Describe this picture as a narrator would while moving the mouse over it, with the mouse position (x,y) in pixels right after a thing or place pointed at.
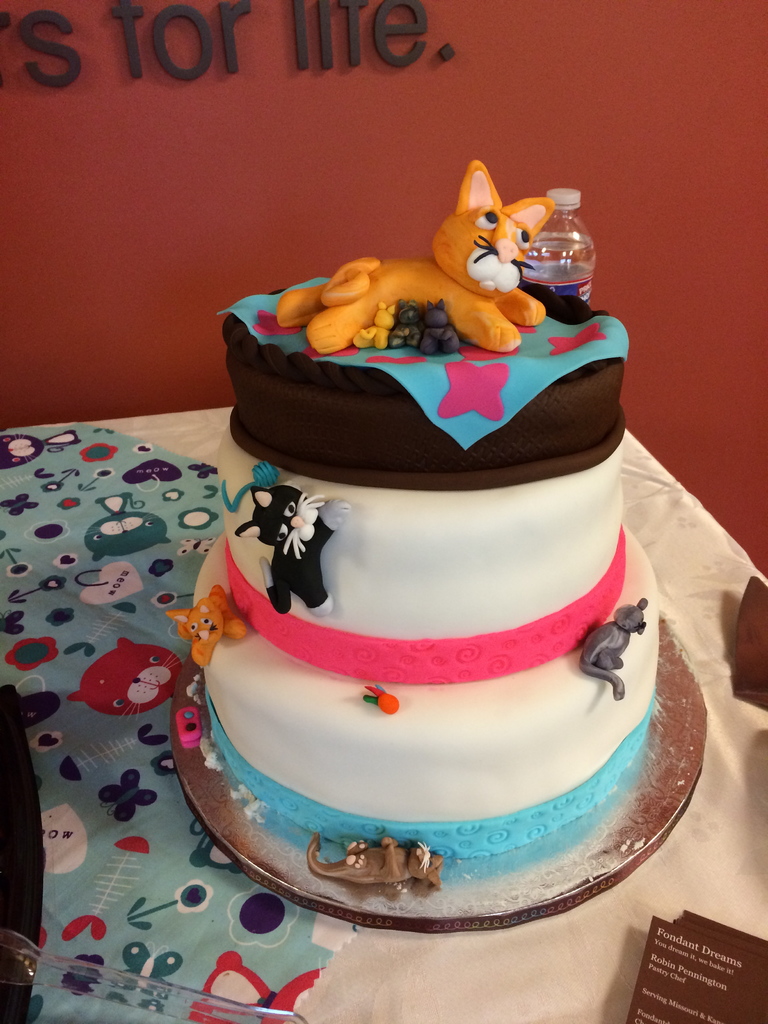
Here we can see three step cake (394,594) with a cat doll (444,242) on it placed on a table (24,570) and we can see a bottle (557,250) present and in the bottom left (134,983) we can see a spoon (103,966) and on the wall (38,239) we can see something written.
